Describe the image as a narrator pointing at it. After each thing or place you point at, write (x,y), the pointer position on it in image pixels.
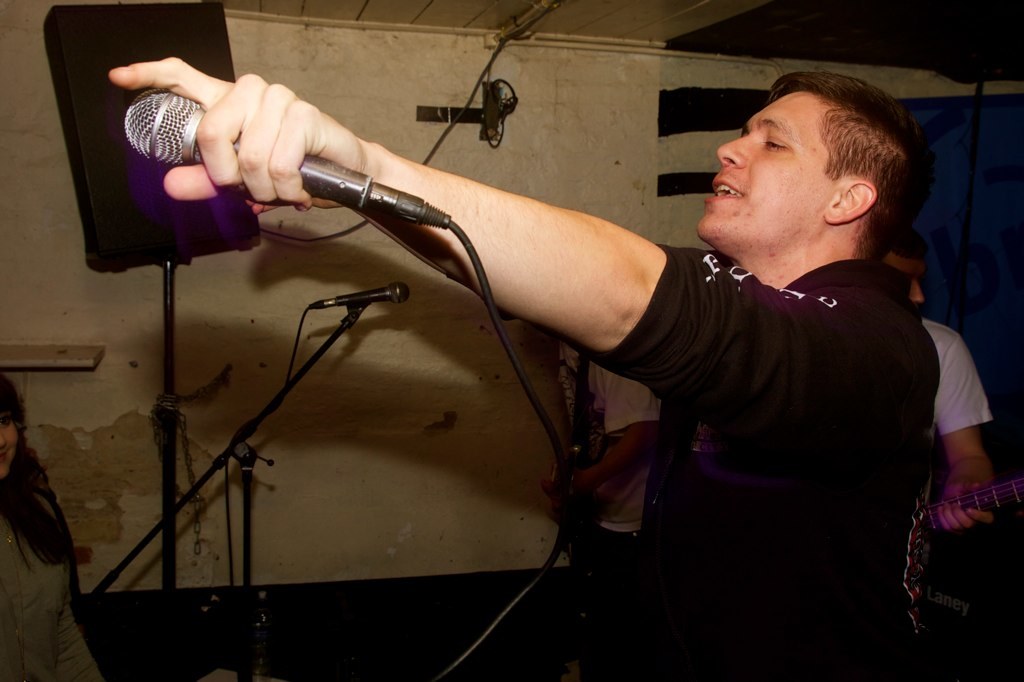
In this image I can see few people (615,475) with white and black color dresses (786,424). I can see one person (277,196) holding the mic (313,184) and two people (638,455) with musical instruments (600,466). To the left (9,549) I can see another person (10,492). In the background (84,199) I can see the sound box (186,204), mic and the wall (571,190). I can also see the blue color object (949,231) to the right (976,226).
